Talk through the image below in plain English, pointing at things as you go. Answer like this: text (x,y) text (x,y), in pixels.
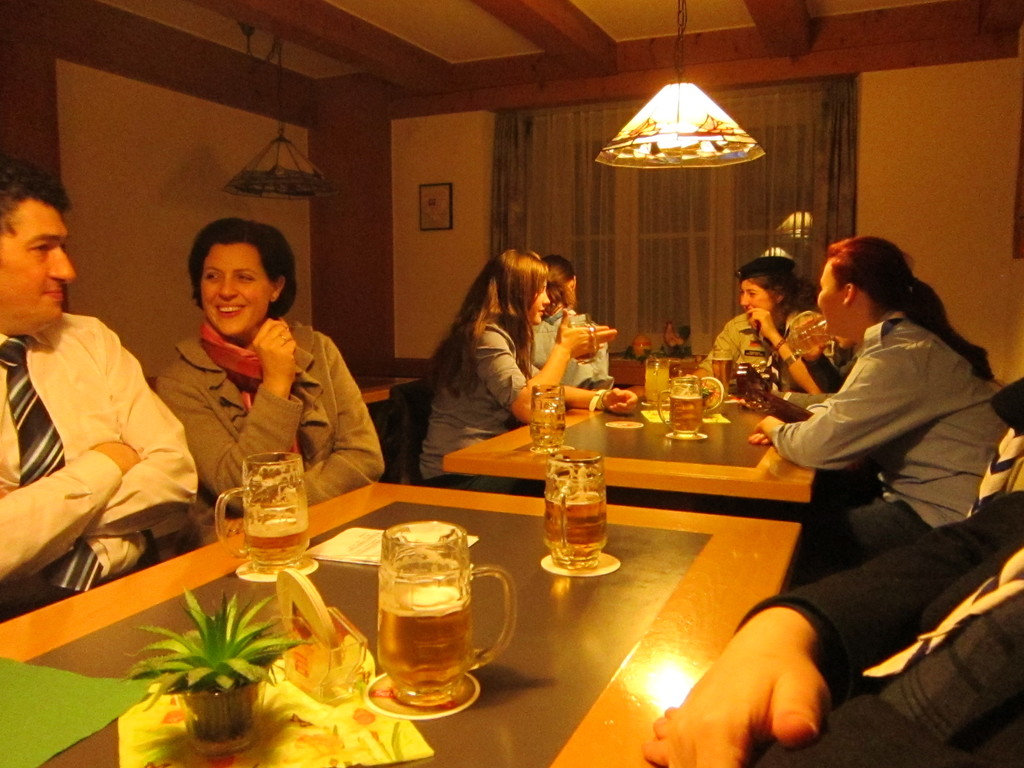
In this image i can see a group of people (892,413) sitting there are some glasses (427,638), a pot (239,659) on the table (485,703), at the back ground (577,199) there is a curtain (567,207), a frame (442,206) on the wall (449,179), a light (720,154) on the top (720,154).
